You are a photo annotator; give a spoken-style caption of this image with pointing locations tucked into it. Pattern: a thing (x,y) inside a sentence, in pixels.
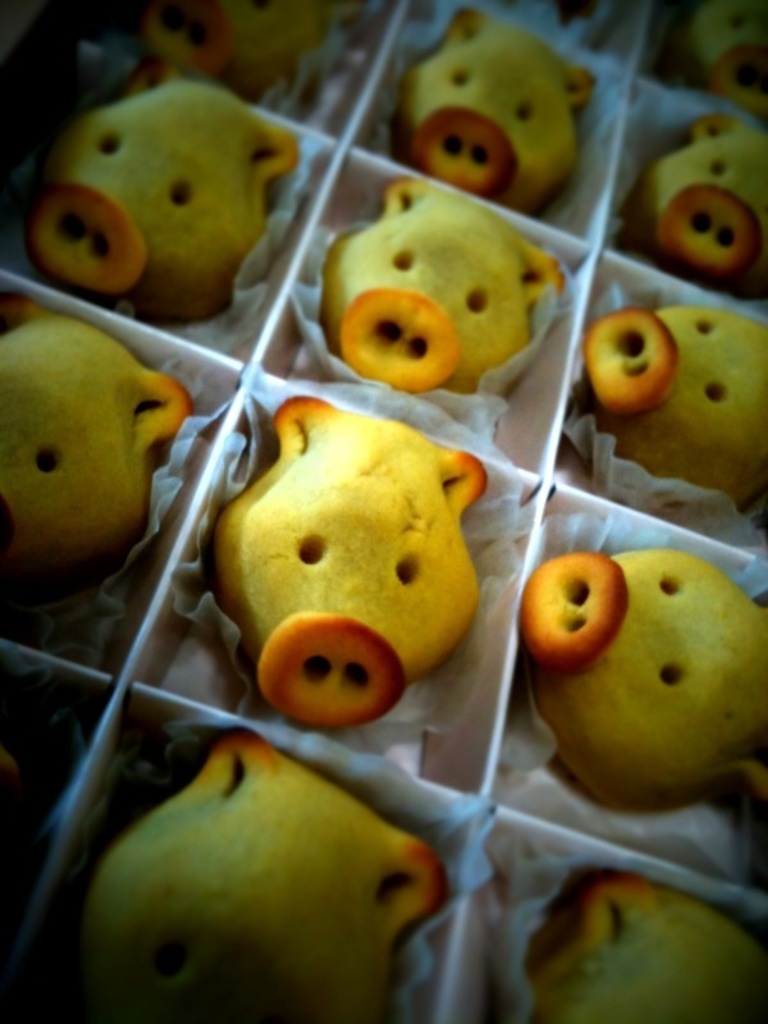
In this image I can see few pig face cupcakes (381,546), they are in yellow and brown color.
